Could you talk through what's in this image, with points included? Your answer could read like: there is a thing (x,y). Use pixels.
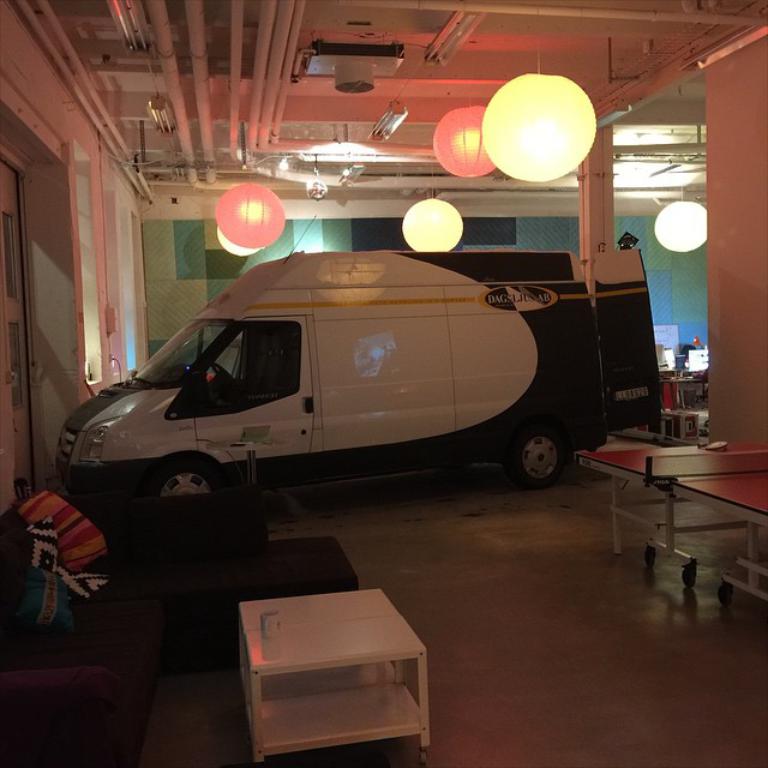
Lights (506,171) are attached to a roof (316,30). This is a van (548,336). This is a couch (269,545) with pillows (40,524), in-front of this couch (264,537) there is a table (355,686), on a table (278,712) there is a cup (269,627). This is a table tennis table (673,490).
